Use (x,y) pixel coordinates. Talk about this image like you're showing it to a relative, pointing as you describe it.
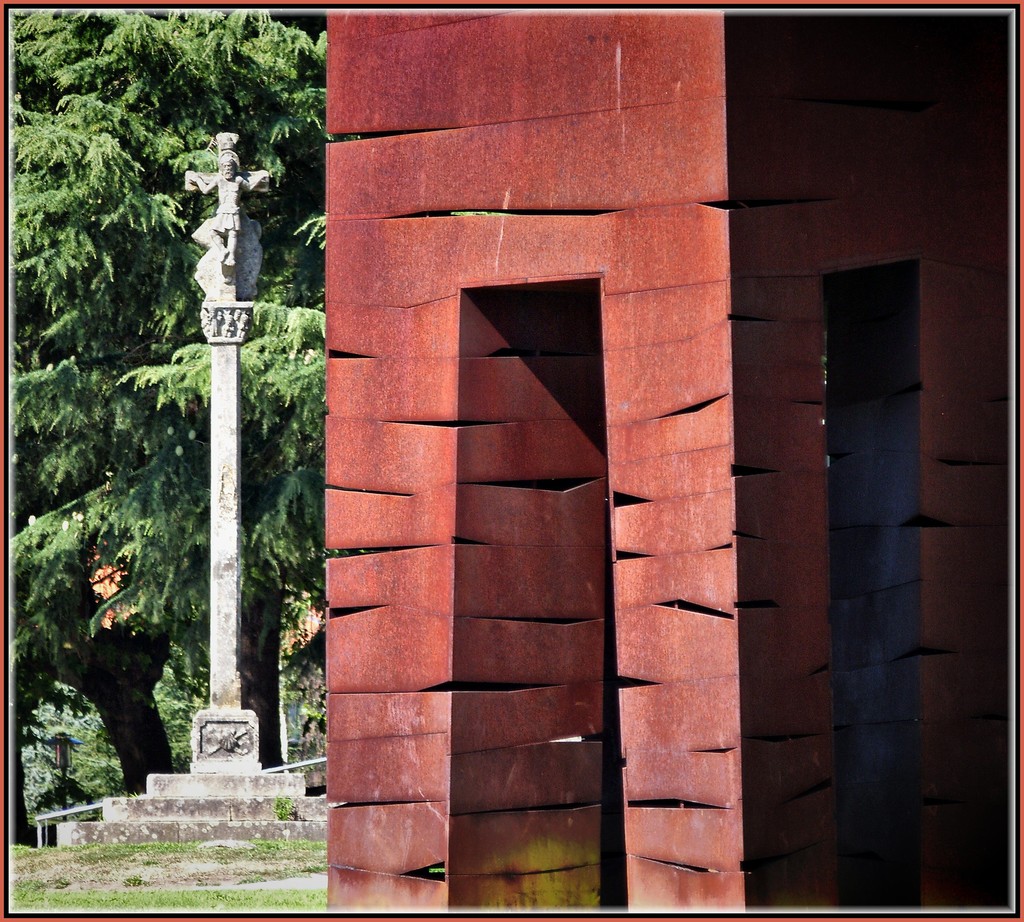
In this image in the right (695,391) there is a building (556,507). In the left (230,241) there is a monument (215,803). In the background (183,61) there are trees (163,117).
